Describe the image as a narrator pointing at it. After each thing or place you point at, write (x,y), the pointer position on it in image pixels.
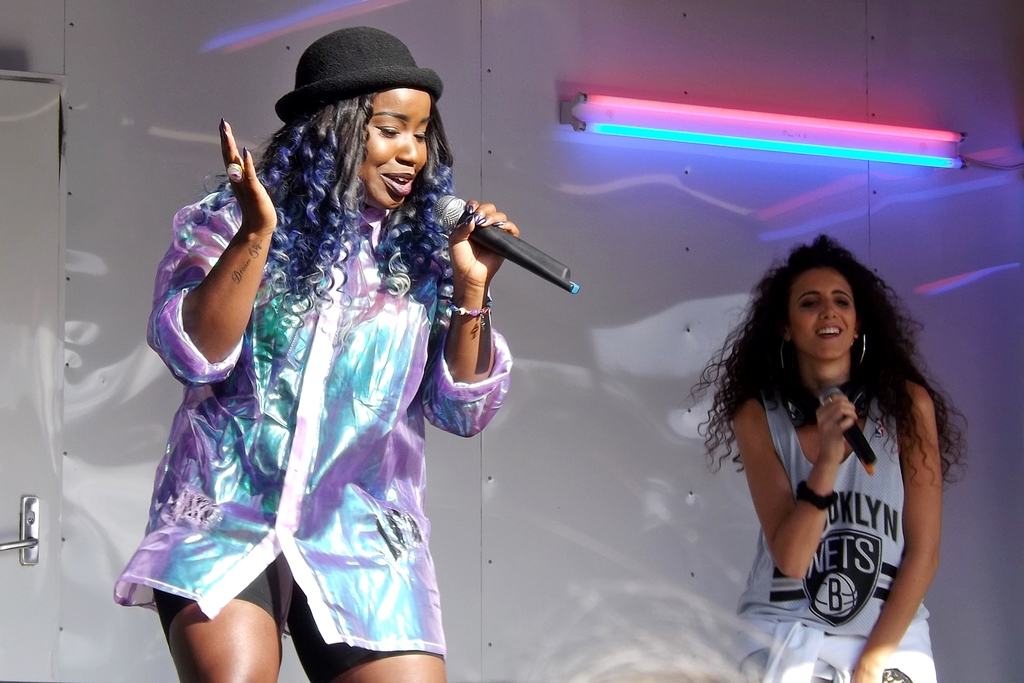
In this image I can see in there are two women (330,382) holding a microphone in their hand (829,422) and laughing.
